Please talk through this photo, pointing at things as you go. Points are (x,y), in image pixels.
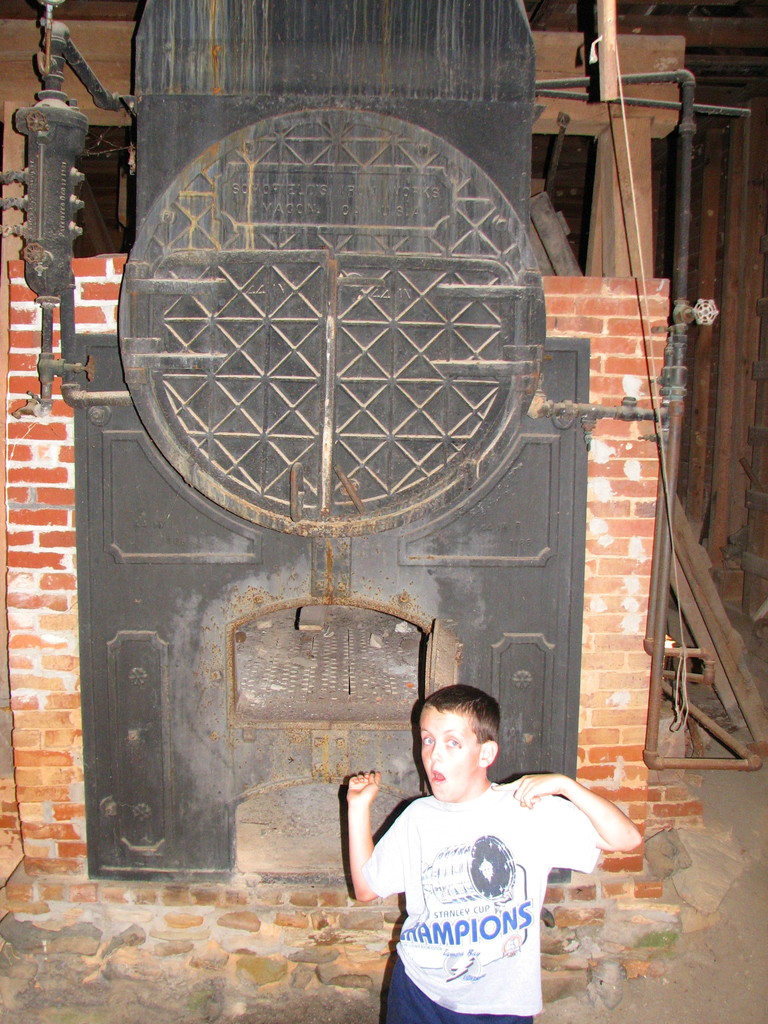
This is an inside view. At the bottom of this image (450,878) I can see a boy (458,937) wearing white color t-shirt (468,860), standing and giving pose for the picture. At the back of this boy (458,700) I can see a machine (278,395) which is made up of metal (180,603) and it is used to make steam. Beside this I can see a wall (615,587). In the background (681,182) there are some wood materials (752,305).
